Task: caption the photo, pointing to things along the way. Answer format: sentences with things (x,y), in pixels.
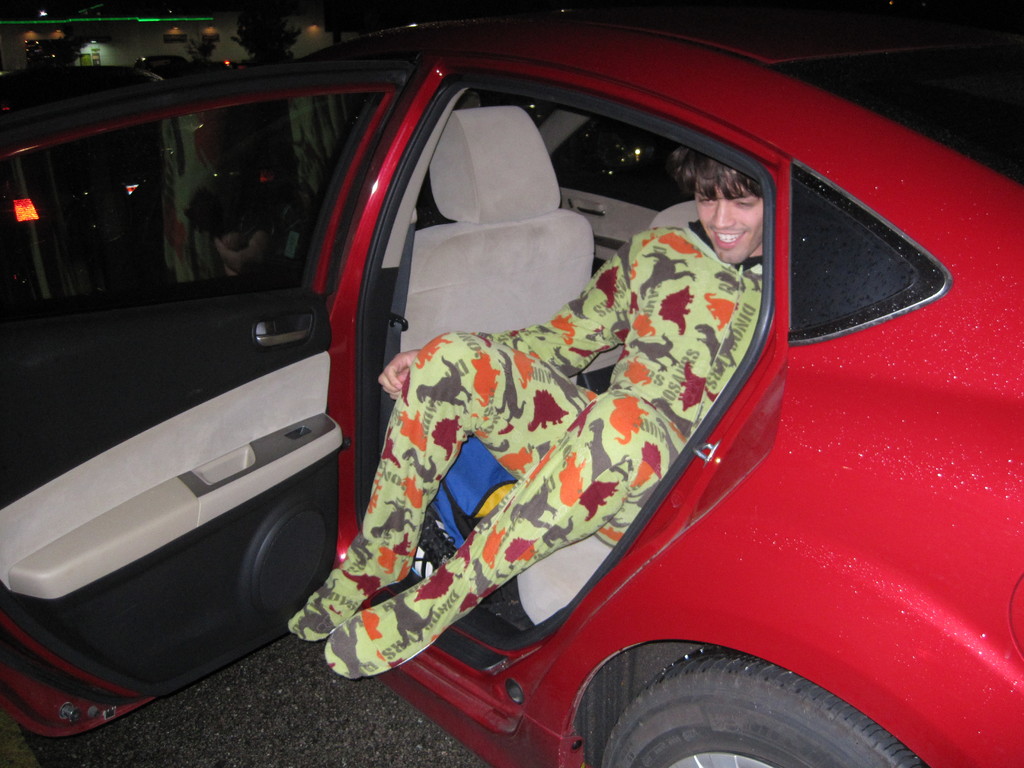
In this image we can see a person (617,400) sitting inside a car (439,662) placed on the ground (299,739). In the background (341,33), we can see trees (205,46) and a building (165,40).
